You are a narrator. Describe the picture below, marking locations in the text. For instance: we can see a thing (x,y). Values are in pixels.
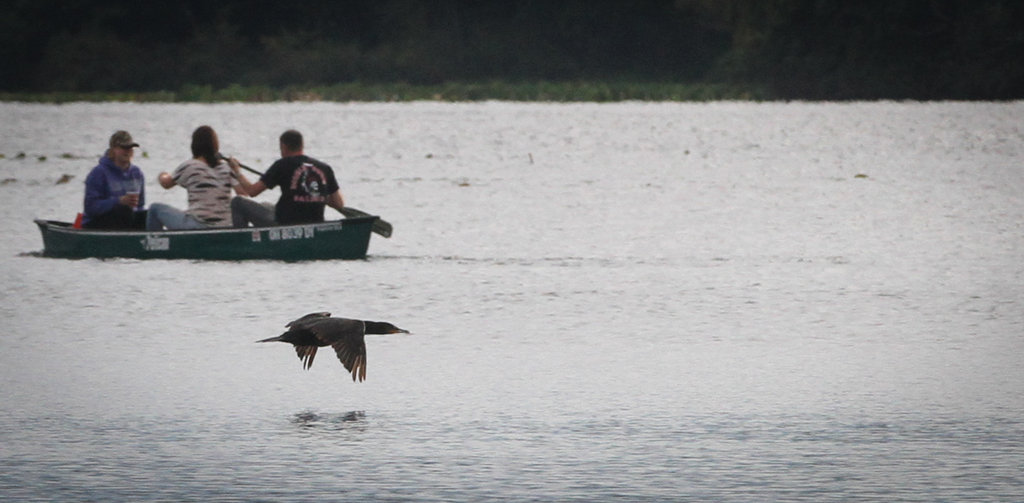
In this image there is a bird (316,339) flying in the front (351,329). In the background (215,243) there is a boat (170,239) and there are persons (171,206) sitting on the boat (244,242). The man (261,215) wearing a black colour t-shirt (299,201) is rowing a boat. In the background (333,62) there are trees (459,64).
